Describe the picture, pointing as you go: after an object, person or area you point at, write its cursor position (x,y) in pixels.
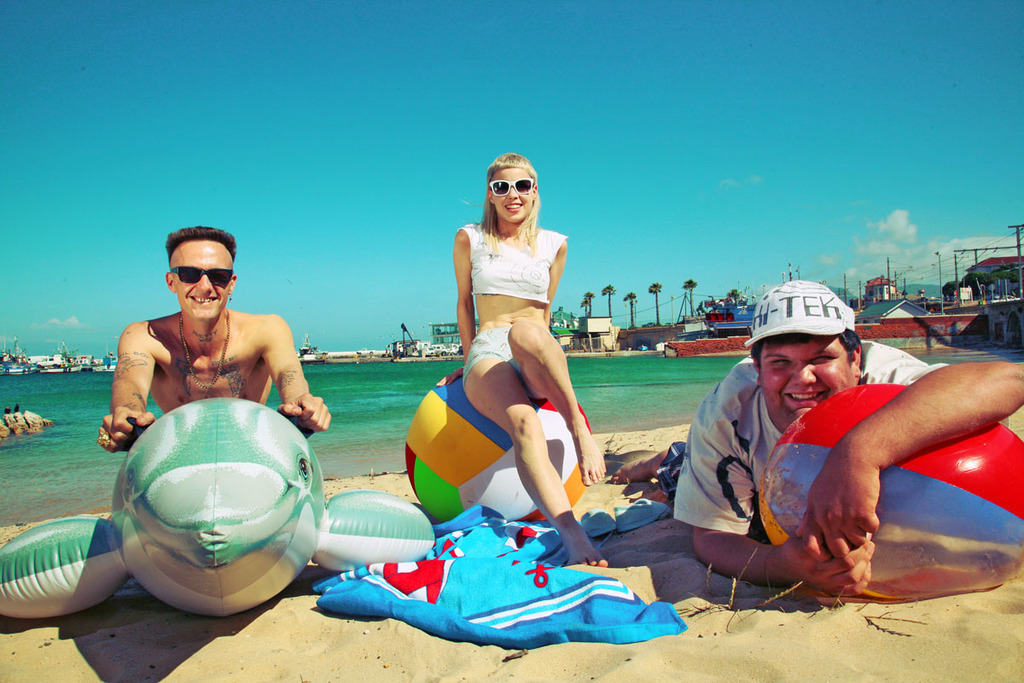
In this picture there are three person (791,417) on the beach (685,527). Beside them I can see the balls (912,557), clothes (584,580) and toys (340,542). In the back (370,424) I can see the river (345,413). In the background (608,298) I can see the trees (690,301), poles (1021,268), wires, shed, building (589,336), boards (51,357) and other objects (17,362). At the top (572,109) I can see the sky (873,204) and clouds (890,231).
